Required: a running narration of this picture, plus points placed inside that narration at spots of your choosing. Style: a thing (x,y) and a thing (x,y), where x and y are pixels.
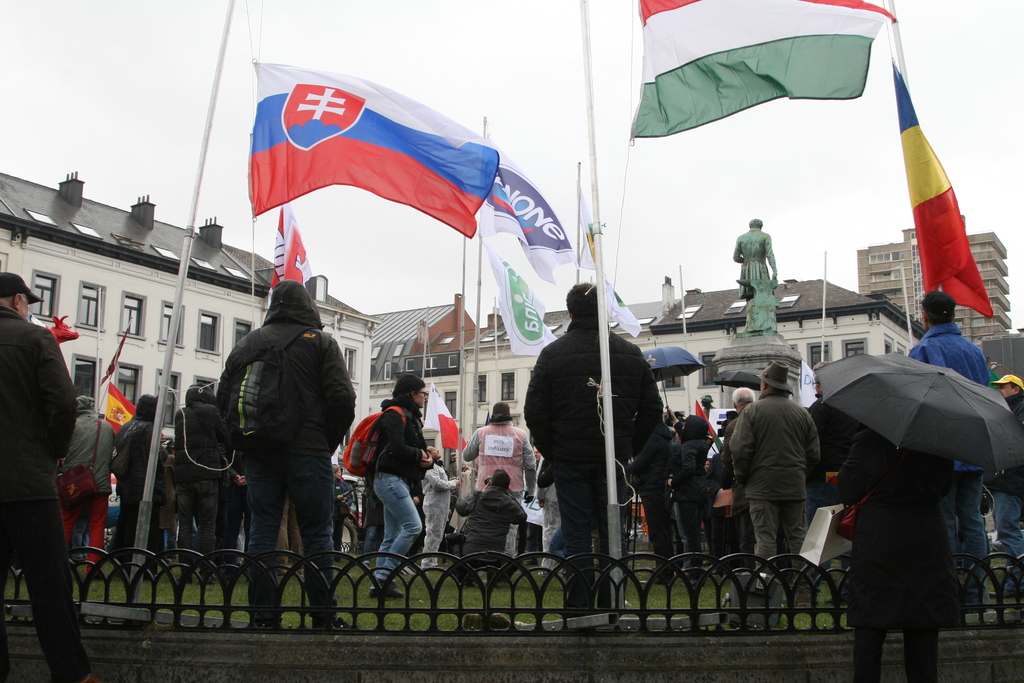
In this image I see number of people (578,401) in which this person (897,454) is holding an umbrella (911,393) and I see there are many flags (302,261) and I see 2 more umbrellas (665,366) over here and I see a statue (756,359) over here and I see the green grass (525,582). In the background (1011,358) I see the buildings (800,345) and I see few more flags (113,359) over here and I see the sky (569,224).
